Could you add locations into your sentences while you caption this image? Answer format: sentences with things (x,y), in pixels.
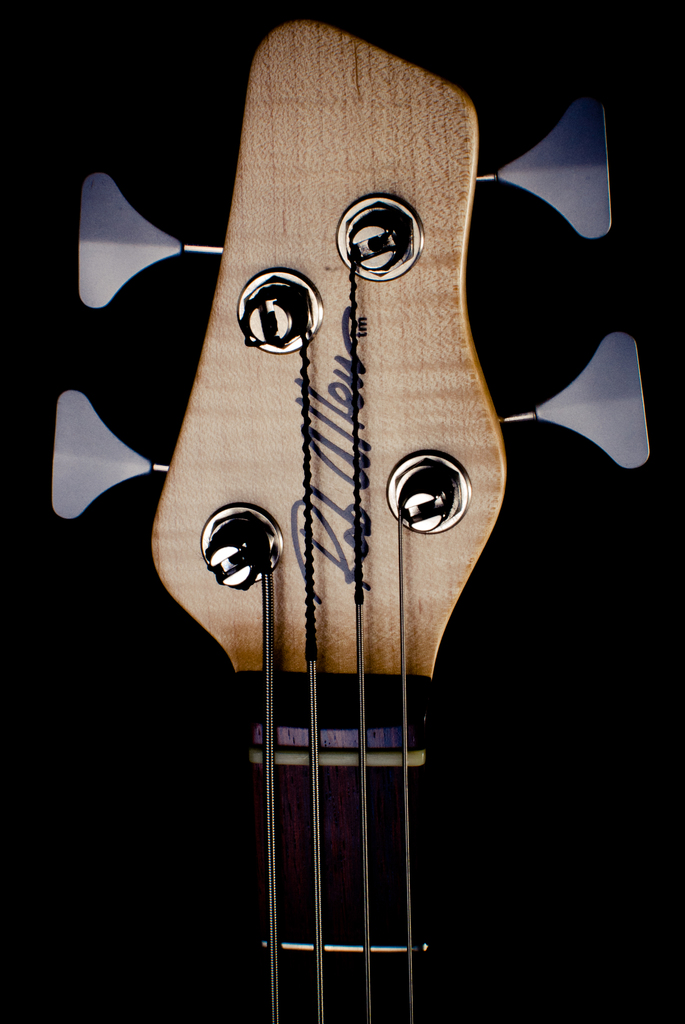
In this image, there is a picture of guitar (134,254), which is also visible half.
